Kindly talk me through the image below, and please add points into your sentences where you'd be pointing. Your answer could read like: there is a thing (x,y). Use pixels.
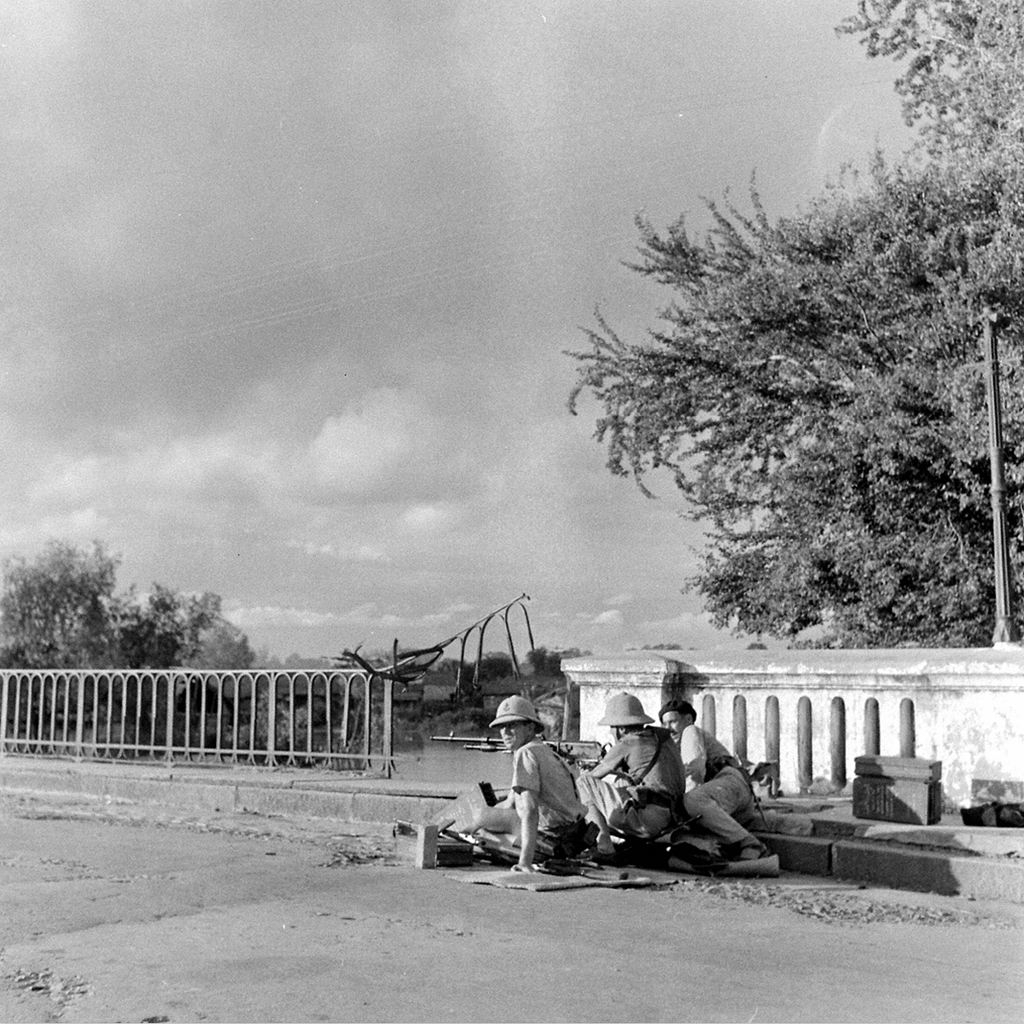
In the middle of the picture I can see three persons (513,710) are sitting. On the right side of the image (857,370) I can see one tree (728,415), And this is a black and white image.
